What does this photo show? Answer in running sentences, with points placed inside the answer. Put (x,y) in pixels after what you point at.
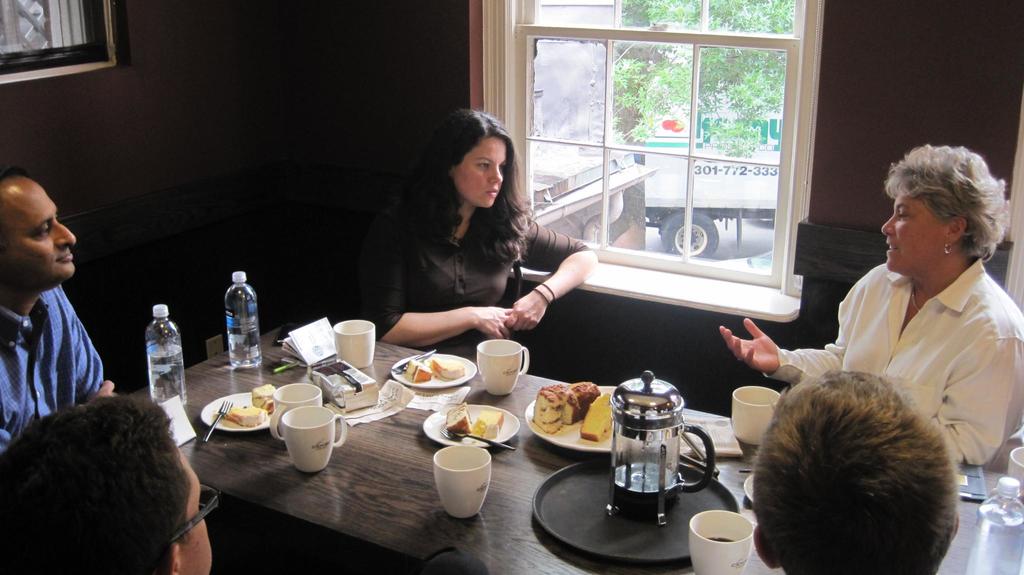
On the left side (63,323), there are two persons (94,484) sitting. In front of them, there are cups (371,347), bottles (152,335), food items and other objects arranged on a table (505,516). On the right side (895,489), there is a woman (927,397) and a person (862,549) sitting in front of the table (745,510). In the background (488,139), there is a woman (498,266) sitting and placing a hand (532,303) on a wall (604,264) of a glass window (536,159). Through this window (812,23), we can see there is a vehicle (712,191) on a road (749,233), there are trees (752,90) and a building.
